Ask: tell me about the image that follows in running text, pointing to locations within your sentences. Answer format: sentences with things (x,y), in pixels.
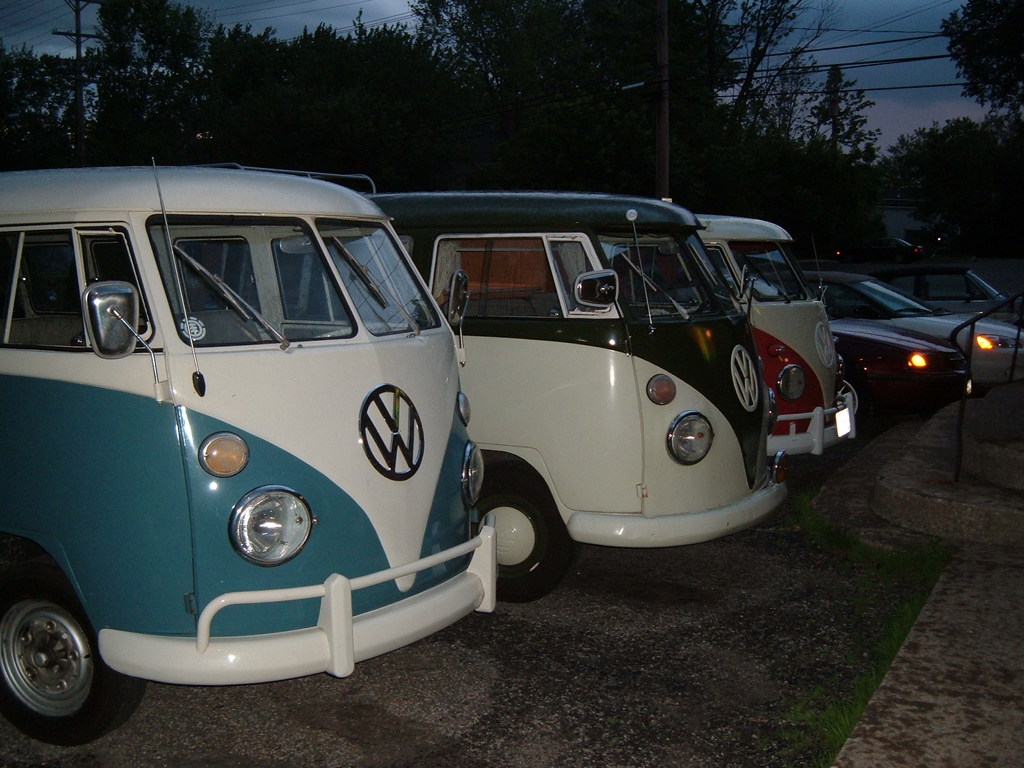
In this image there are vehicles (849,356) on a road (600,684), in the background (672,179) there are trees (335,131), poles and wires (907,58).
